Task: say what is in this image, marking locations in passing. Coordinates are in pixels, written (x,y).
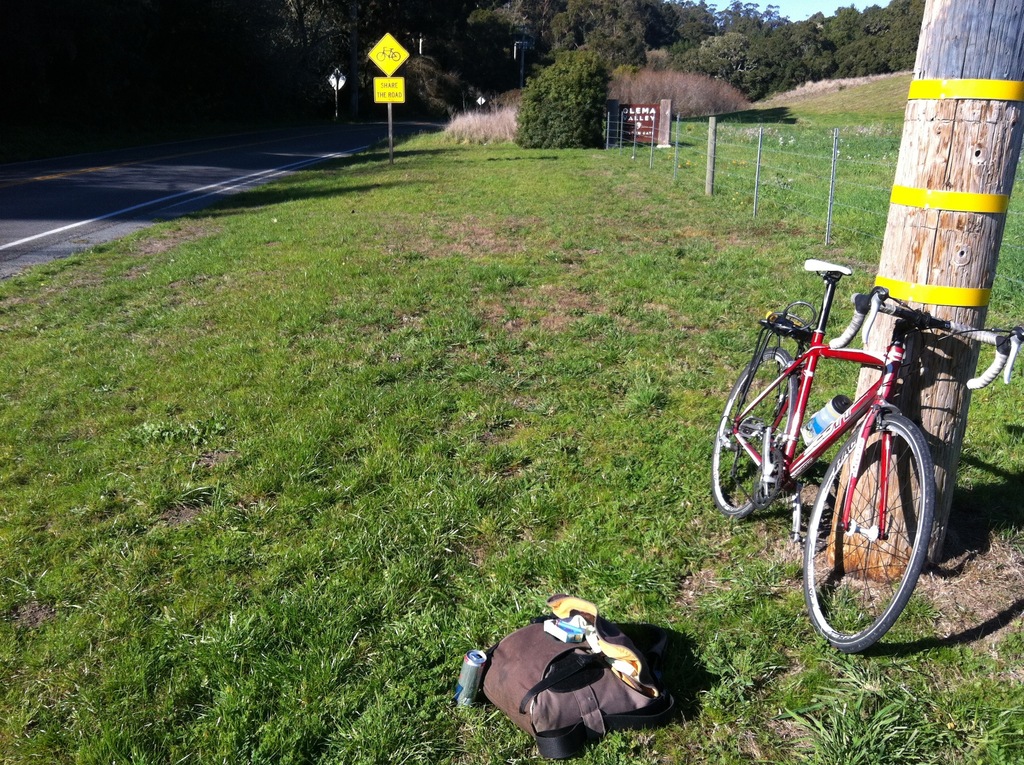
In this image I can see a bag (610,675) and a tin (475,684) on the ground (511,537). There is a bicycle (853,409), a wooden pole (912,203), grass (849,256), road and there is an iron fencing (726,125). Also there are trees (428,75), poles (523,63), name boards (405,81) and in the background (712,4) there is sky (818,9).
